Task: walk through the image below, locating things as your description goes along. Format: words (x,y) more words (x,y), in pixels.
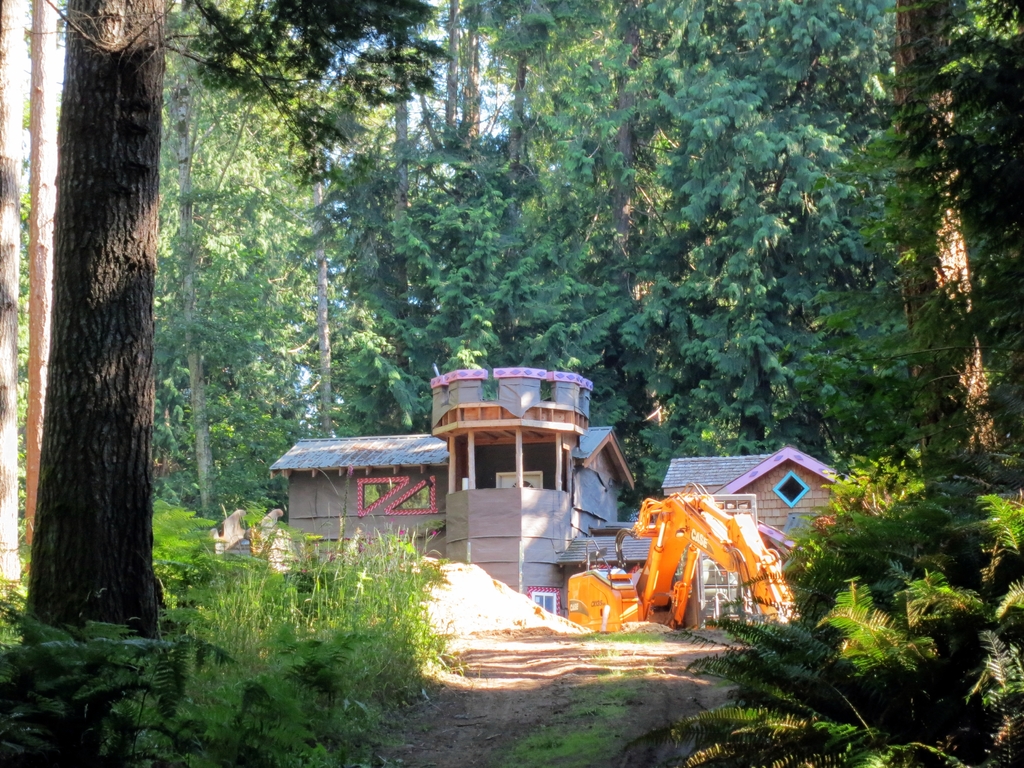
At the bottom of the image (244,664) on the ground (660,755) there are plants (293,677). And in the image there are trees (999,393). In between them there is a house (461,480) and also there is a crane (593,615).
